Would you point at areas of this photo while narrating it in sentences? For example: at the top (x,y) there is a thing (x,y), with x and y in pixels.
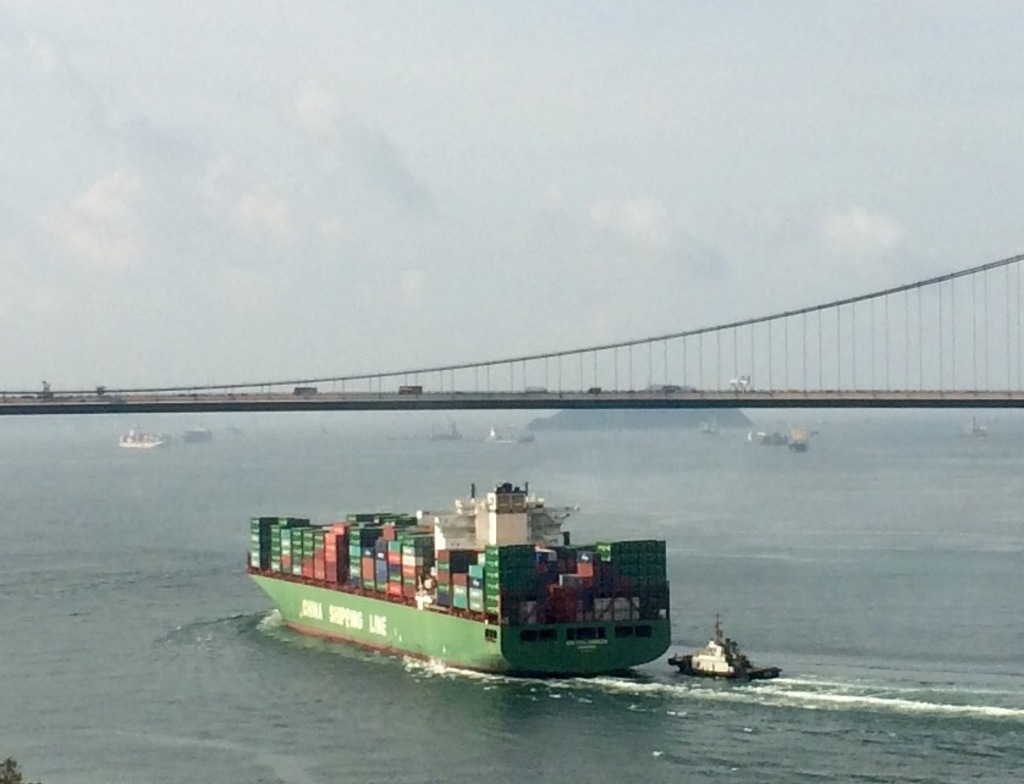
In this picture I can see the ocean (588,507) on the ocean (588,507) I can see boats (283,591) and in the middle (450,393) I can see bridge (457,398) contain a fence (867,393), at the top (513,195) I can see the sky (616,152), on the ship (566,538) I can see boxes (383,536).
